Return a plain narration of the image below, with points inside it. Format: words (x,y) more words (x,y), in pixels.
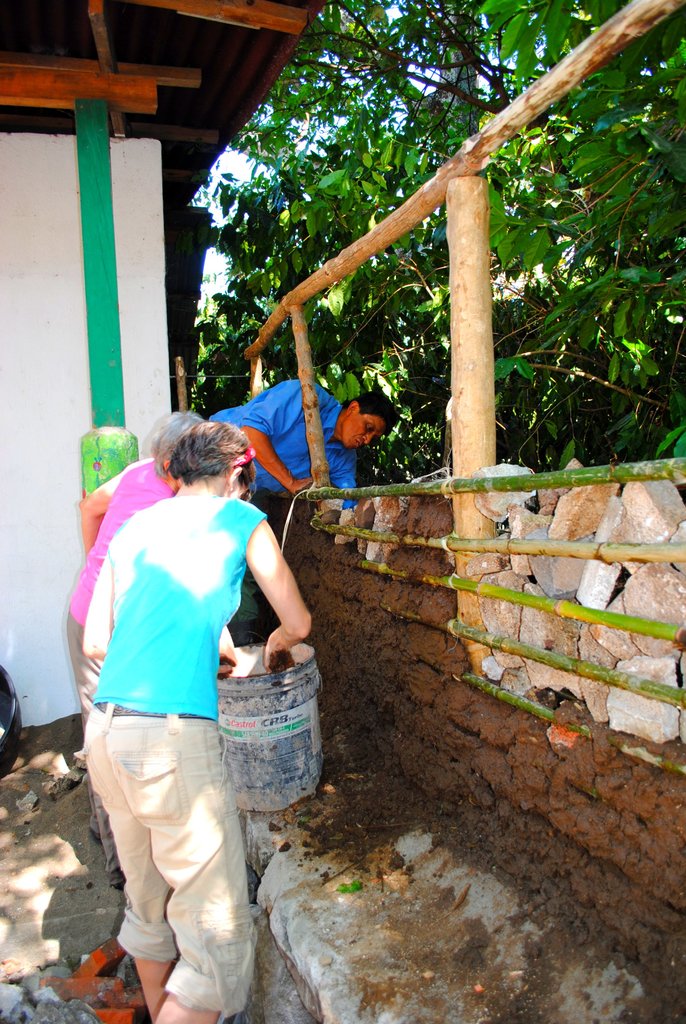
In this image we can see people (243,607) building a wall (429,676). The person (133,848) standing in the center (236,525) is holding a bucket (270,728). On the right (641,476) there are bamboo sticks (472,476). In the background (125,122) there is a shed (81,136), trees (358,216) and sky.
